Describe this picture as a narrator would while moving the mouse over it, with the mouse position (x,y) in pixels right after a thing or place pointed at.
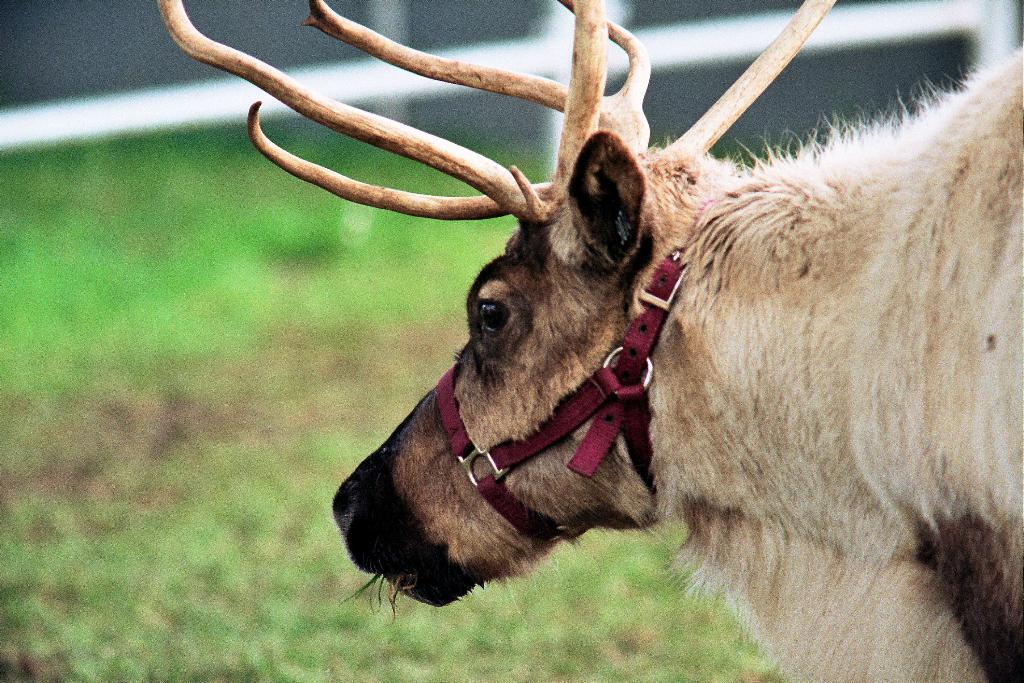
In this image we can see a reindeer (673,354) on the ground (249,533).
